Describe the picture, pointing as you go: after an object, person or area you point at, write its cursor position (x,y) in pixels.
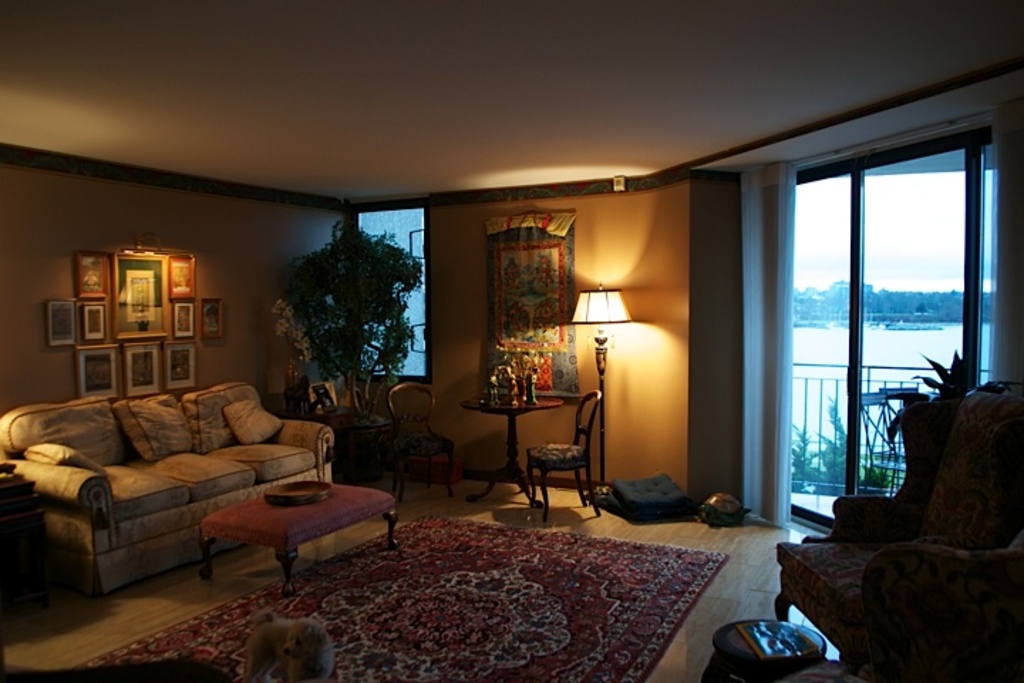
In this image, we can see right side (924,553), there is a chair (936,541). Left side (103,484), there is a couch (130,486). So many photo frames (132,343) are on the wall (38,360). There is a plant (360,354) at the middle of the image (390,347). Chairs (438,447), table (522,410). Few items (517,395) are placed on it. Here there is cloth (544,316), lamp (598,318) and cushions (640,495) at the bottom (640,509). In the bottom (473,654), floor mat (471,620), table (338,518) and dog (315,662) here. On right side (910,323) background (916,309), we can see glass window (839,355), plants (828,451), fencing (837,394), water (826,348) and some buildings (824,310).
